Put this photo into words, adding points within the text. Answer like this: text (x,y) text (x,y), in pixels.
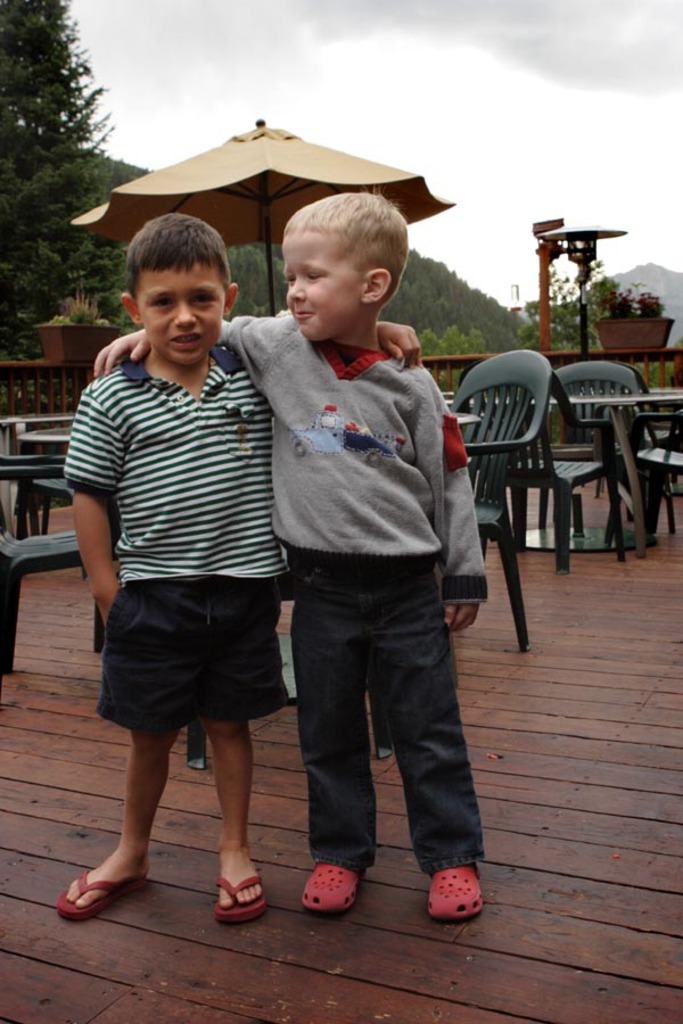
In this image there are two kids (242,759) who are standing on the floor (389,881) and at the background of the image (464,412) there are chairs (500,416), trees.
